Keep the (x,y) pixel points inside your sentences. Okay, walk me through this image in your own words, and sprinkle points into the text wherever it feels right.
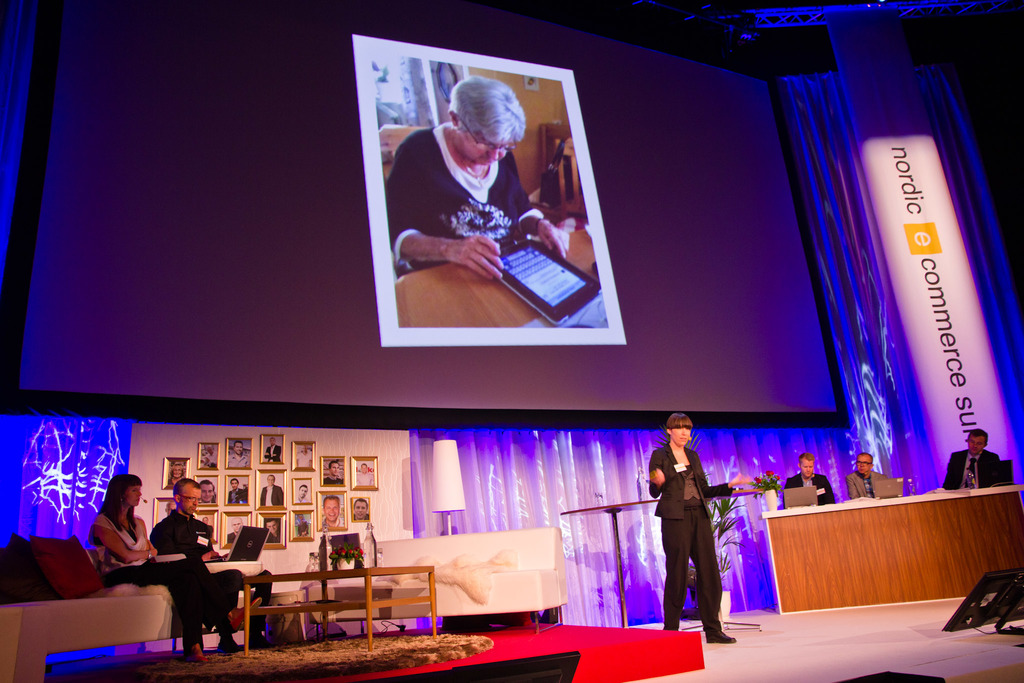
In this picture there is a projector screen (762,244) in the center of the image (651,327) and there are people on the right (825,502) and left side of the image (165,552), there is a lady (699,606) on the right side of the image (684,612) on the stage (665,648) and there are photos (257,479) on the left side of the image (267,440).
